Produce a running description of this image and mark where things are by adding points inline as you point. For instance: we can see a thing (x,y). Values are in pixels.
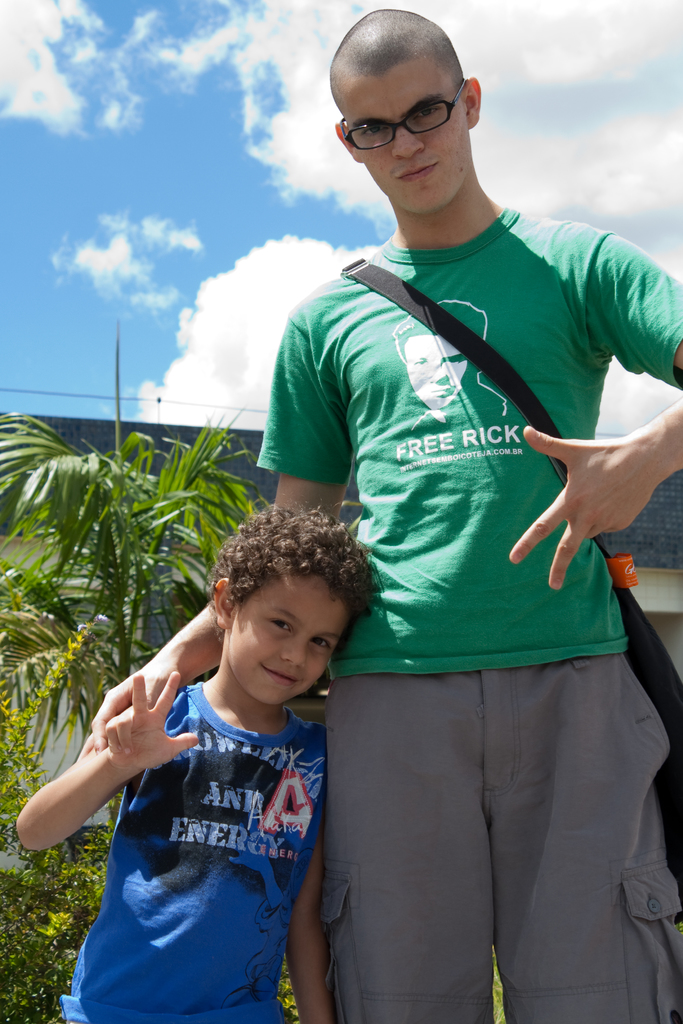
Here on the left (150,749) and right side (489,389) we can see a boy (216,764) and a man (346,301) standing and the man (384,327) is carrying a bag (665,787) on his shoulder (357,302). In the background (39,888) there are trees (171,507), plants (37,596), building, some other objects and clouds (170,416) in the sky (94,66).
